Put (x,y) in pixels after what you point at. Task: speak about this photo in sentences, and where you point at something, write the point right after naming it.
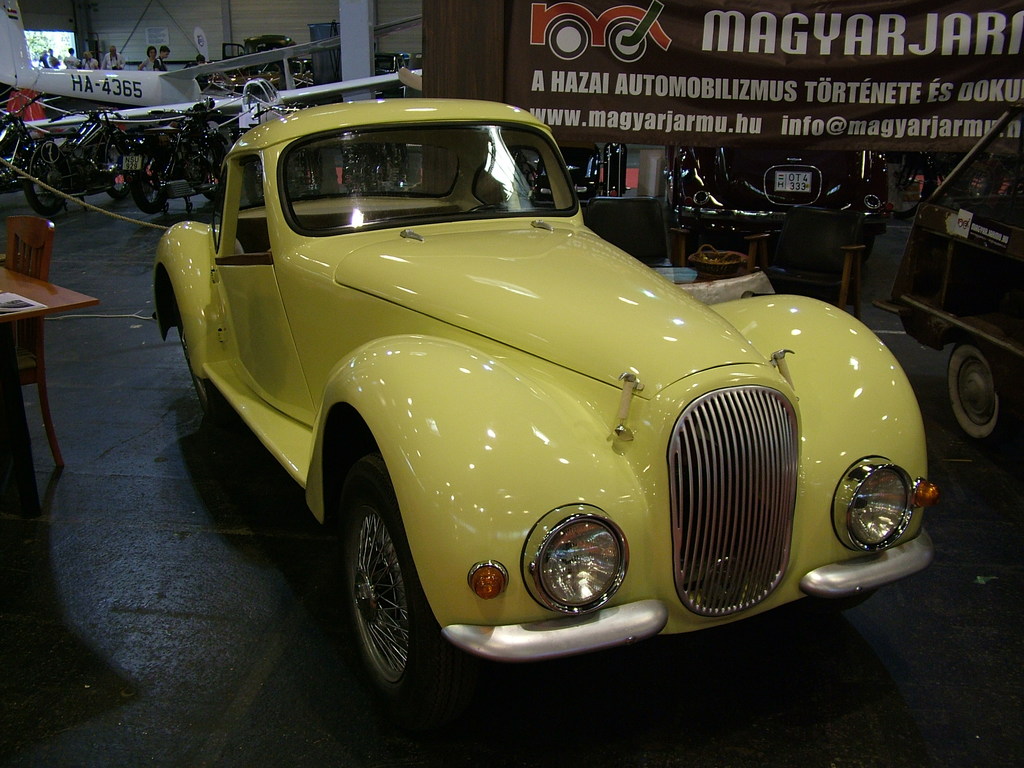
The photo is inside a garage (629,687). There are many vehicles (425,574) inside it. In the middle (433,444) there is a yellow car (453,498). In the left side (32,258) there is a chair (32,272) table (32,293). In the right top corner (826,56) there is a banner (781,84). In the background (381,89) there are many vehicles (161,85) and a white wall (227,28).
